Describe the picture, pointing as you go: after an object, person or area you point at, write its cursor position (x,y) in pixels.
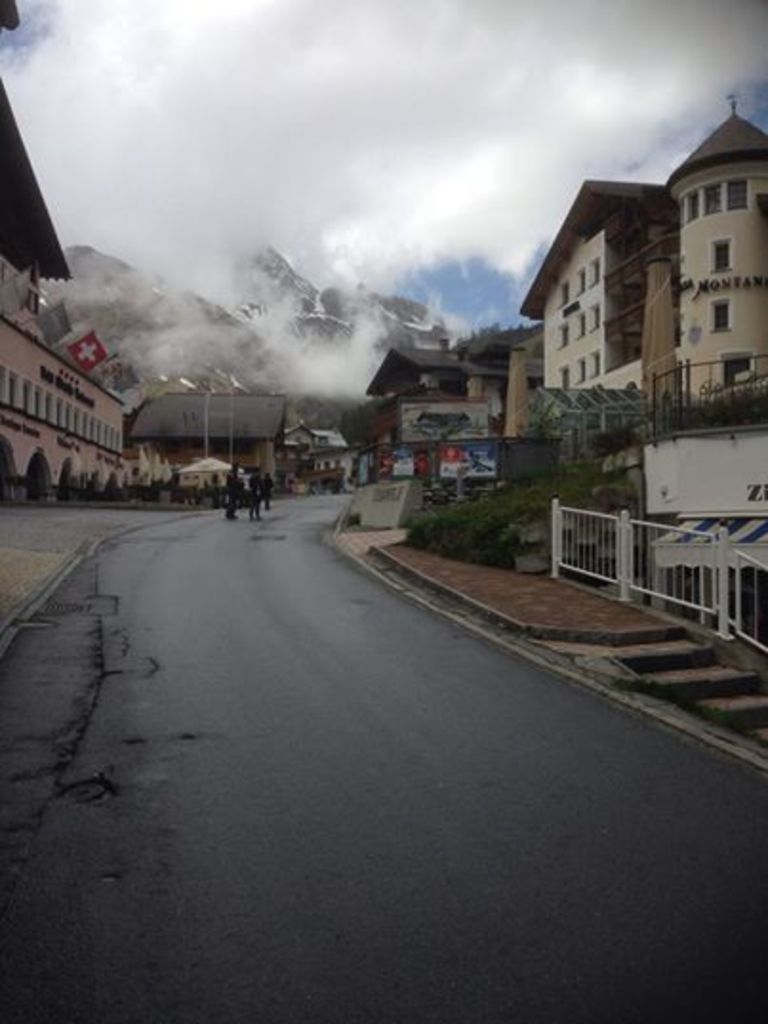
At the center of the image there are people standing on the road (260,786), On the right side of the image (636,531) there is a metal fence (693,592). There are stairs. On both right and left side of the image (90,397) there are buildings (18,388). In the background of the image (318,334) there are mountains (322,335). At the top of the image (339,138) there are clouds (463,219) in the sky (492,264).
